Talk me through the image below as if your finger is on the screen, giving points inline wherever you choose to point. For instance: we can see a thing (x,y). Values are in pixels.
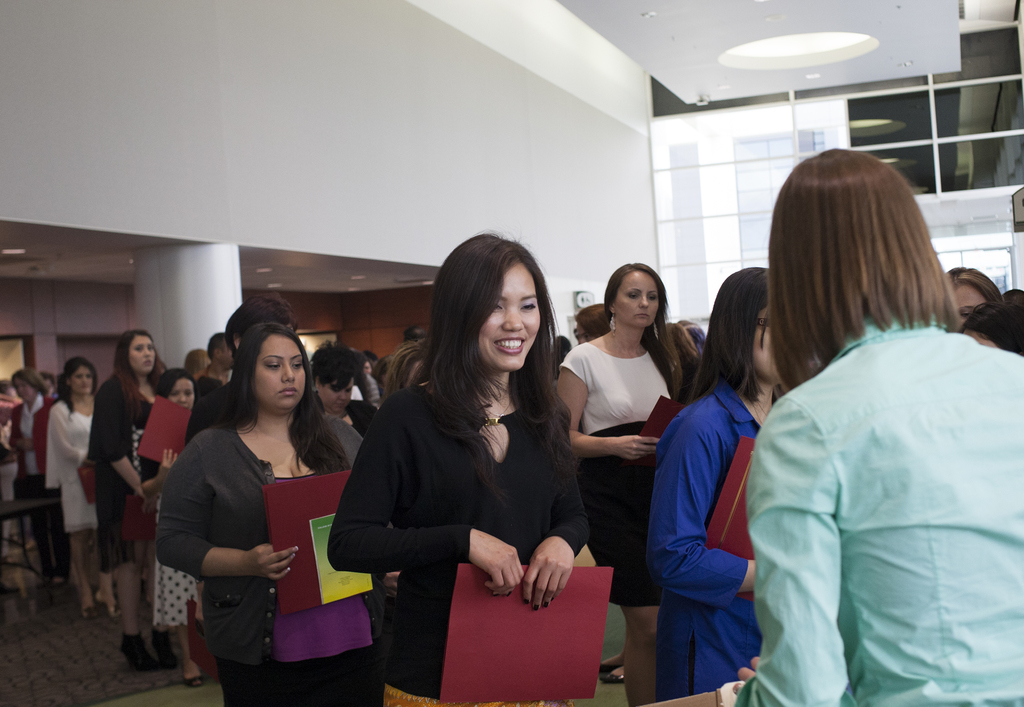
In this picture there are women (373,419) standing in a queue, holding files (542,635) in their hands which were in red color. We can observe white color pillar (169,311) and a wall (332,192) here. In the background (698,166) there is a glass window (713,213).
